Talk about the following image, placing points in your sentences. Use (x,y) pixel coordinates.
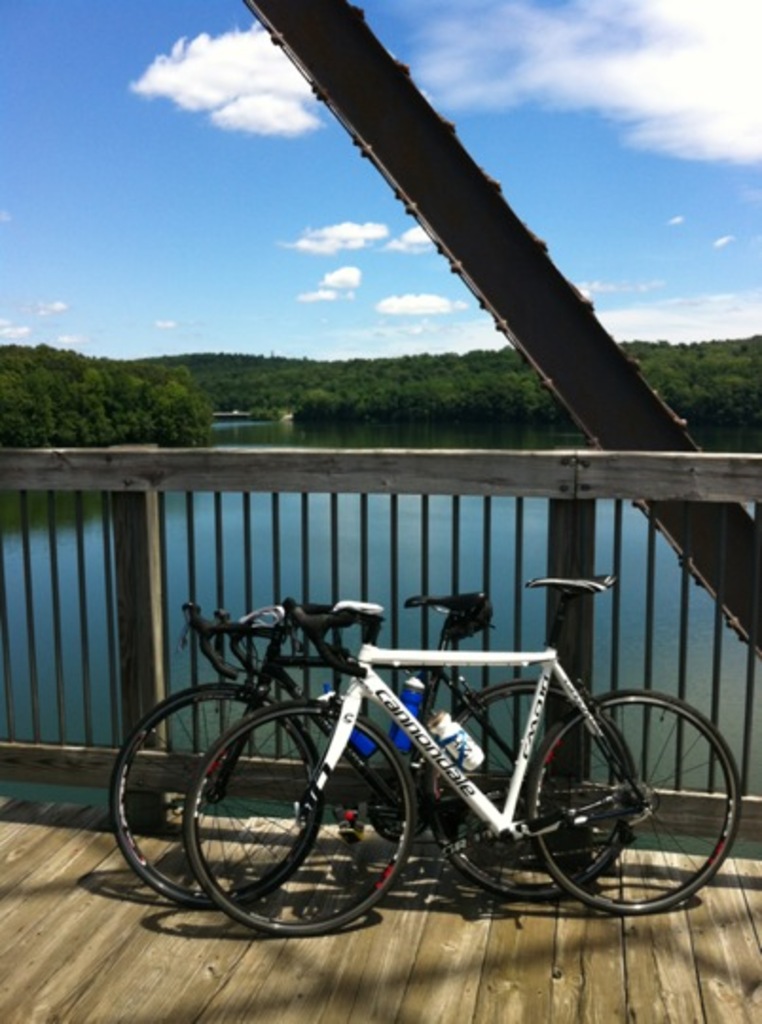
In the image we can see there are bicycles (315,757) parked on the ground (281,901) and there are iron railings (35,453). Behind there is water (333,438) and there are lot of trees (306,373). There is a clear sky (258,195).
